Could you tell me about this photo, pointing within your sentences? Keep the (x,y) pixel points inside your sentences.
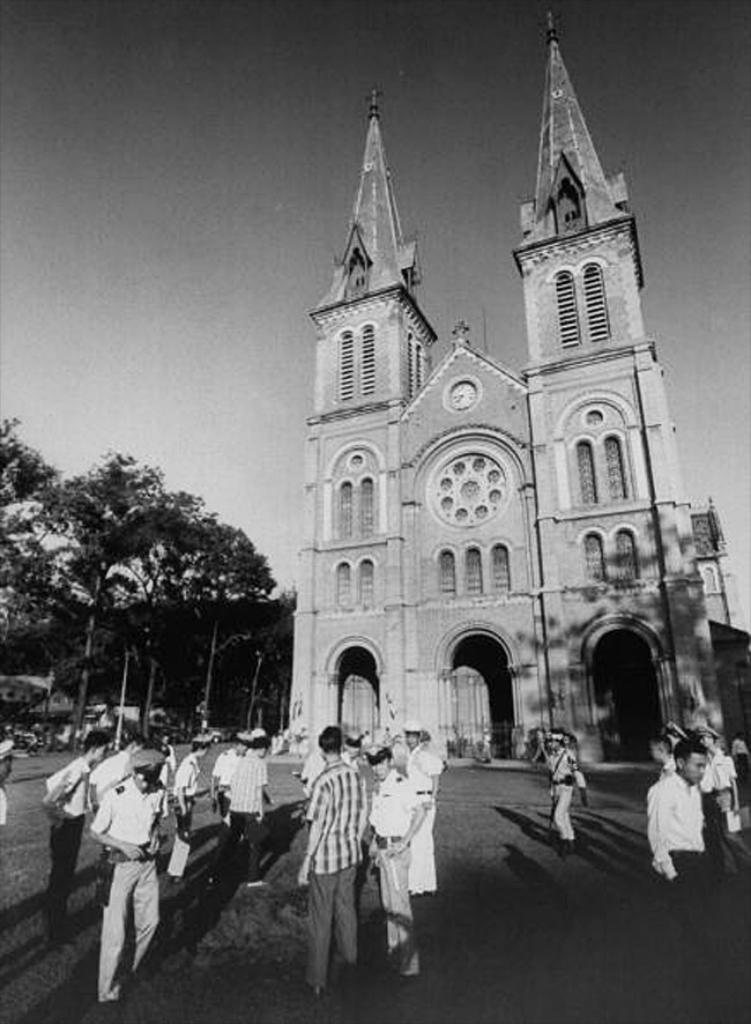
In this image, we can see many people (318,788) and in the background (350,552), there is a building (354,584) and there are trees (187,610). At the bottom (509,909), there is road (450,868) and at the top (183,169), there is sky (215,133).
